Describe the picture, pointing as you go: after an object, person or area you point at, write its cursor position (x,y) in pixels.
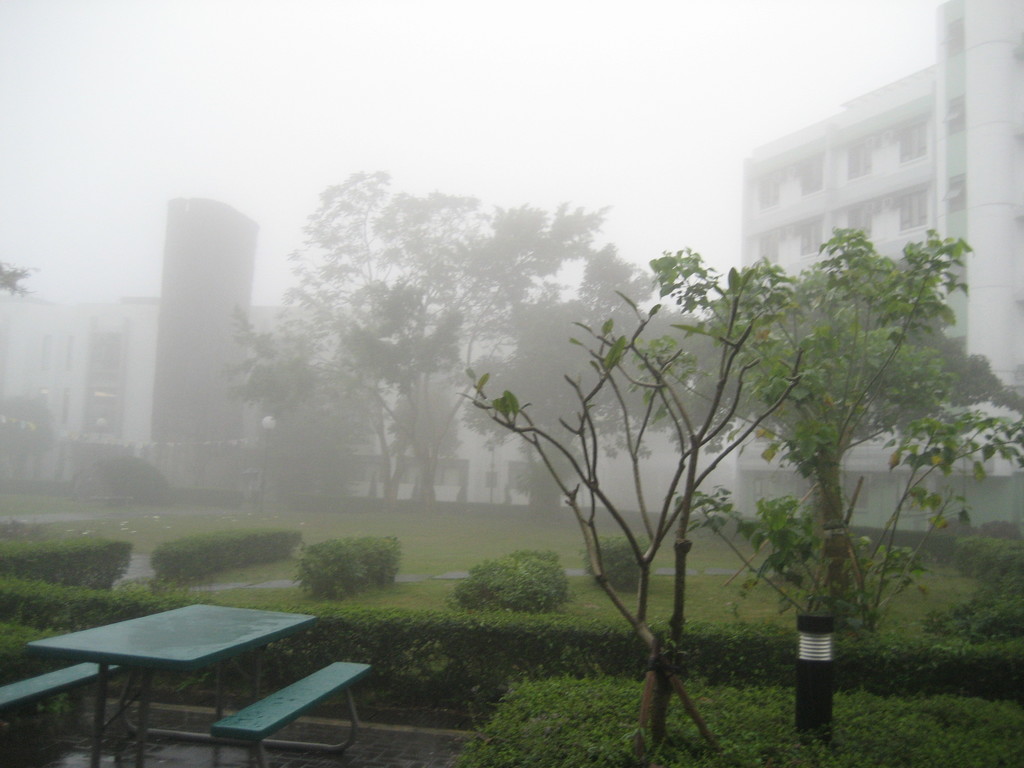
In this image I can see few trees (853,308) in green color. I can also see two benches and table (184,628) in green color, background (693,122) I can see few buildings (164,334), and sky (434,85) in white color.
